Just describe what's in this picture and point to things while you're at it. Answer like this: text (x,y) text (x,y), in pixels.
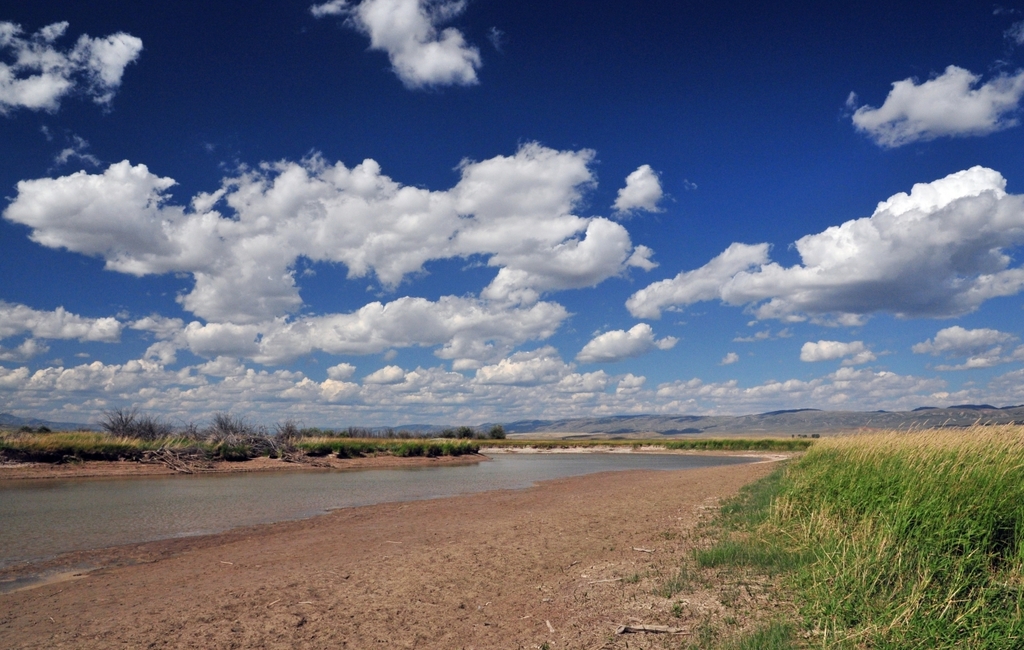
In this image, we can see some plants (915,580) and hills (637,418). There is river (462,493) in the middle of the image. There are clouds (507,248) in the sky (863,180).
